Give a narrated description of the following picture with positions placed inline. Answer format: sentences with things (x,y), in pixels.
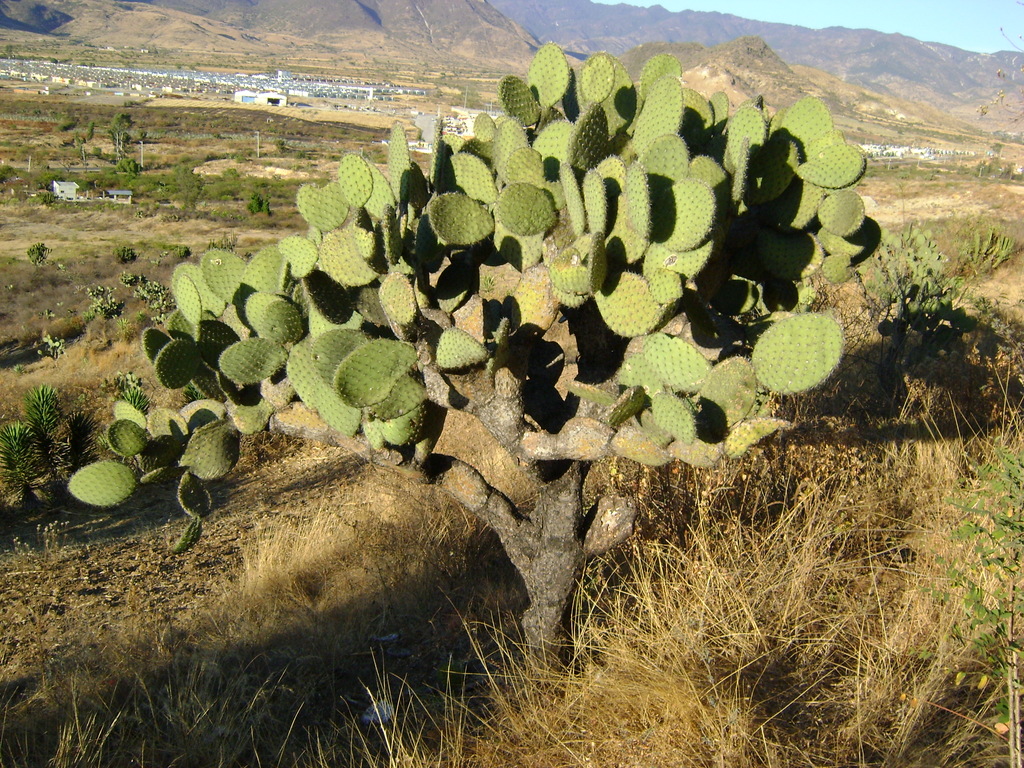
In this image I can see cactus tree (546,456). Also I can see grass (669,693), plants (30,446), trees (182,176), buildings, hills (443,50) and in the background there is sky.
